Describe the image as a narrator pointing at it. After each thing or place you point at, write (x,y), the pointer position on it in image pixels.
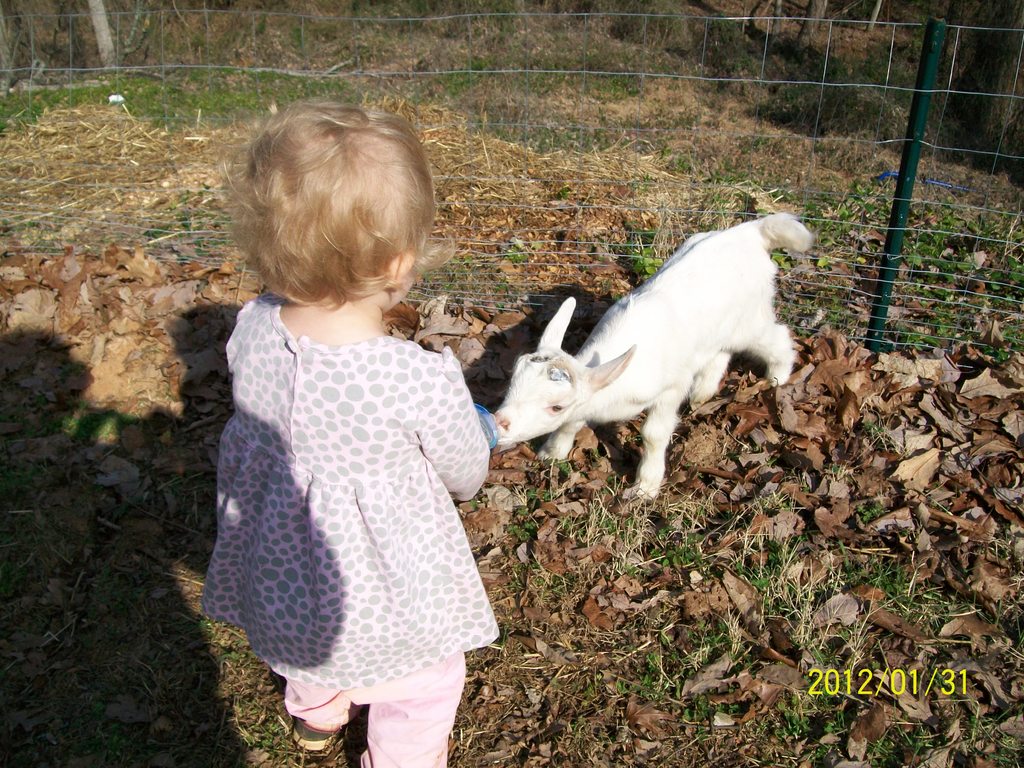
In this picture we can see an animal (662,322), child (307,185), fence (481,150), dried leaves (559,226) on the grass (122,594) and at the bottom right corner of this picture (940,679) we can see date (953,684).
